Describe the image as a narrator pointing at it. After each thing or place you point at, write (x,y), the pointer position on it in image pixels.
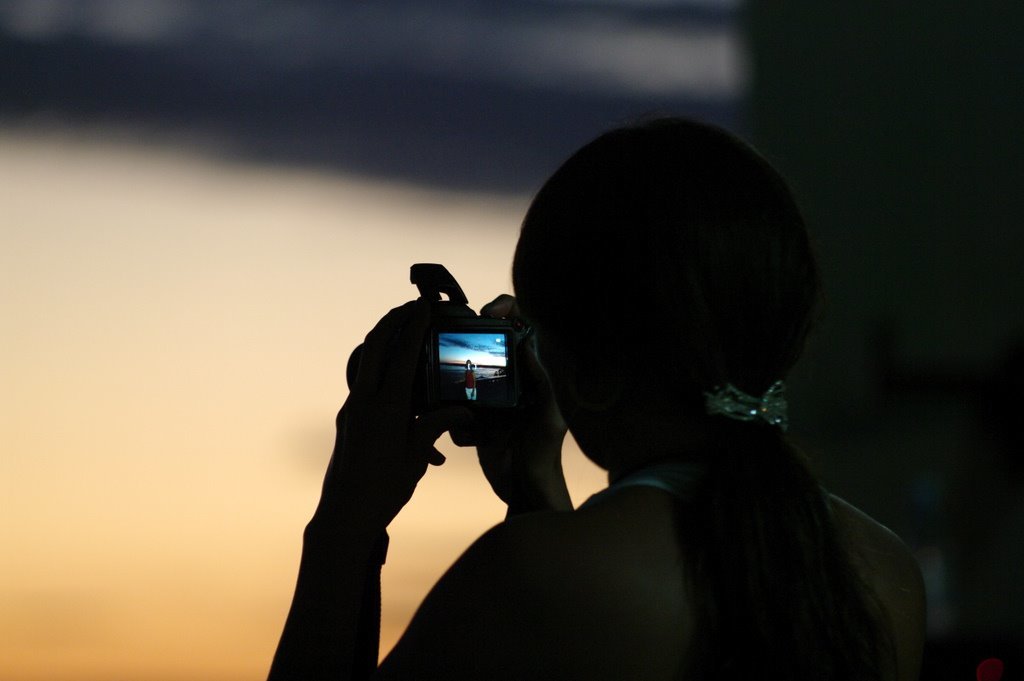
In this picture we can see a woman (728,580), she is holding a camera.
